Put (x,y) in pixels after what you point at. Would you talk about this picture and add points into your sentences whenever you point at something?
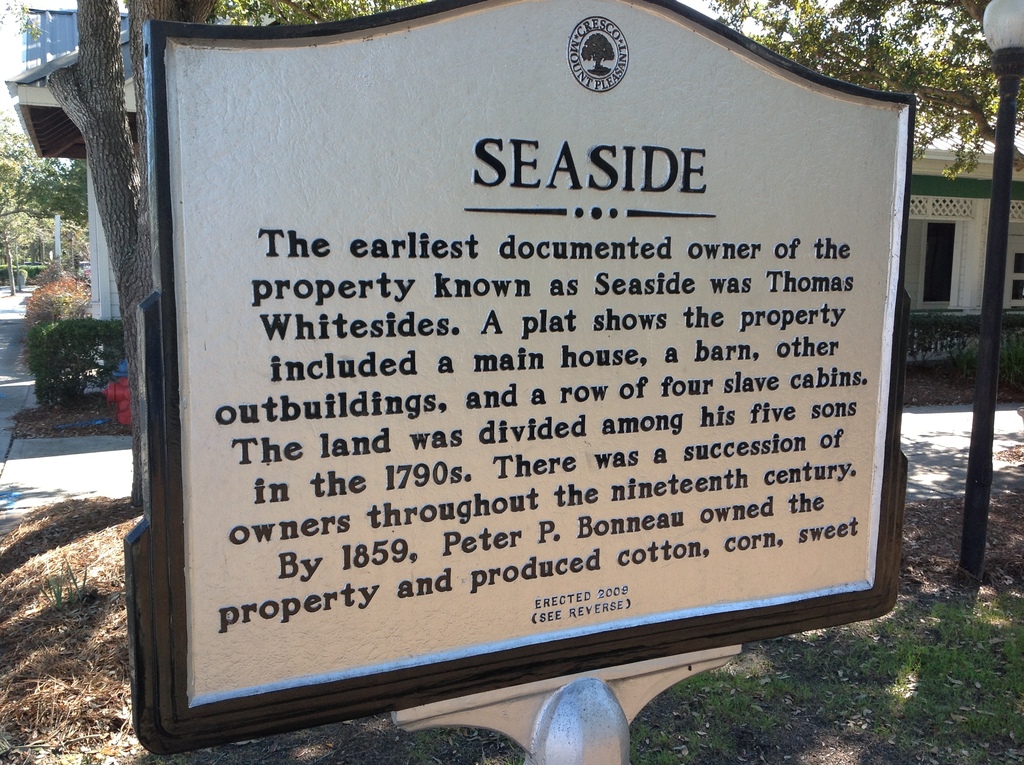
In this image, I can see a board (423,552) with a text (408,405). In the background (135,88), there are trees (927,108), plants (75,317) and a house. On the right side of the image (982,416), I can see a light pole (1015,41).
